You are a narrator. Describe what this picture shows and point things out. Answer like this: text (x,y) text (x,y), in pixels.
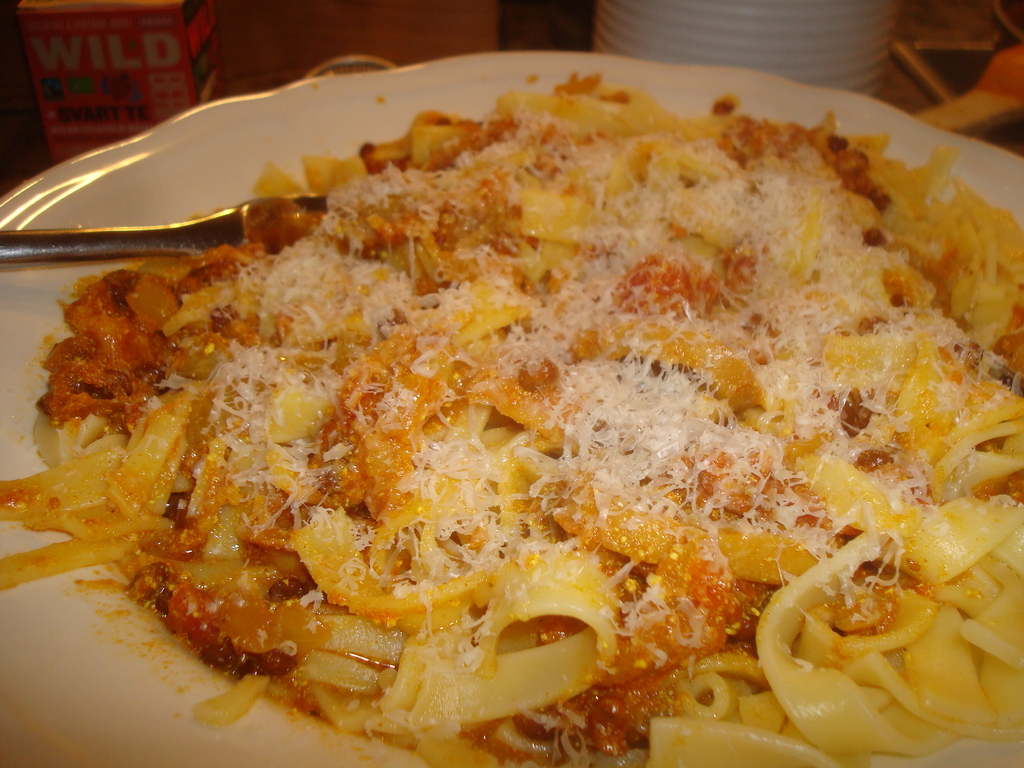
In the foreground of this image (439,406), there is some food (455,477) and a spoon (99,252) on a platter (389,122). In the background (840,79), it seems like cups (714,36) and a cardboard box (158,51) on the surface (432,34).
